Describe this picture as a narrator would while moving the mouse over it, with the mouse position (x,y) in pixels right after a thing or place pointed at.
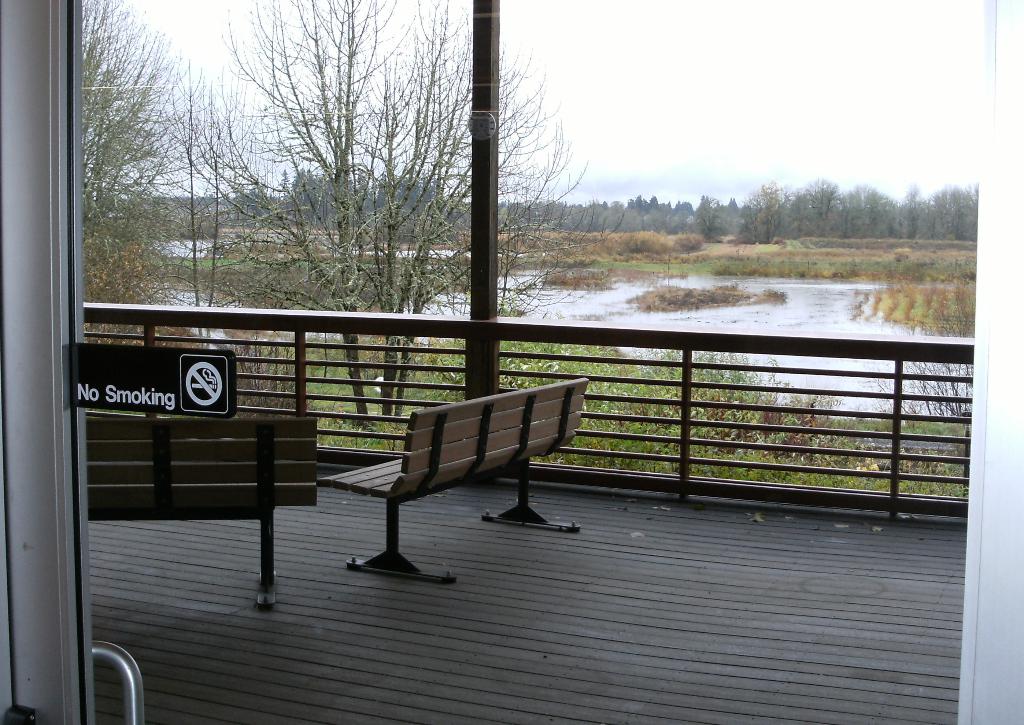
We can see board (122,360) and here we can see benches (235,424) on surface (210,586) and fence (346,326). Background (356,337) we can see trees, plants (581,368), water (800,317) and sky (756,130).
